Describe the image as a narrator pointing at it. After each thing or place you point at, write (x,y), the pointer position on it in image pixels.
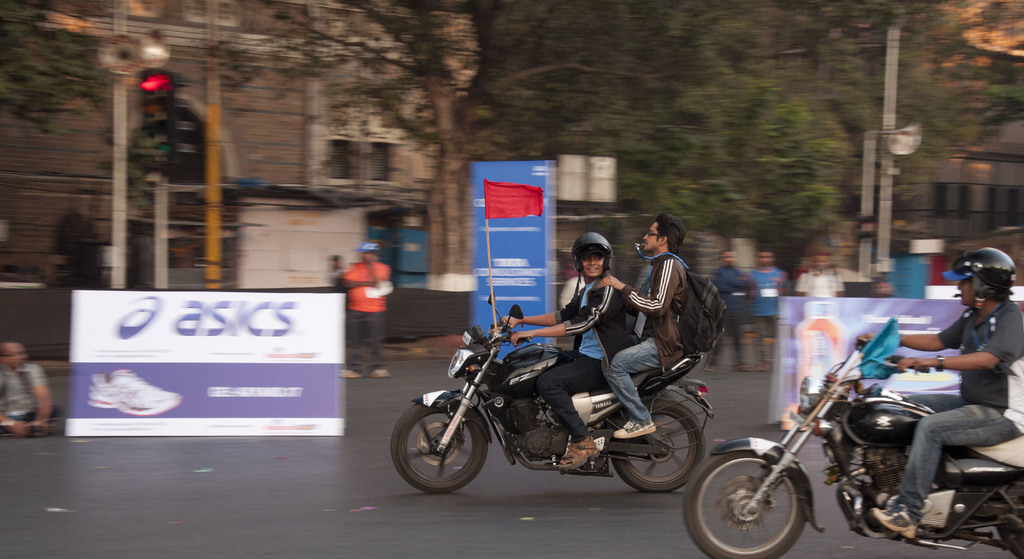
In this picture we can see the road (313,491) some people (641,352) are riding a vehicles (480,360) on the vehicles (487,348) some flags (507,202) placed one is red in color and another one is blue in color back side we can see the board (241,359) and signal light (163,135) and one building (231,130) and some of the trees (684,109) and few people (331,274) are standing on the road (415,500).
